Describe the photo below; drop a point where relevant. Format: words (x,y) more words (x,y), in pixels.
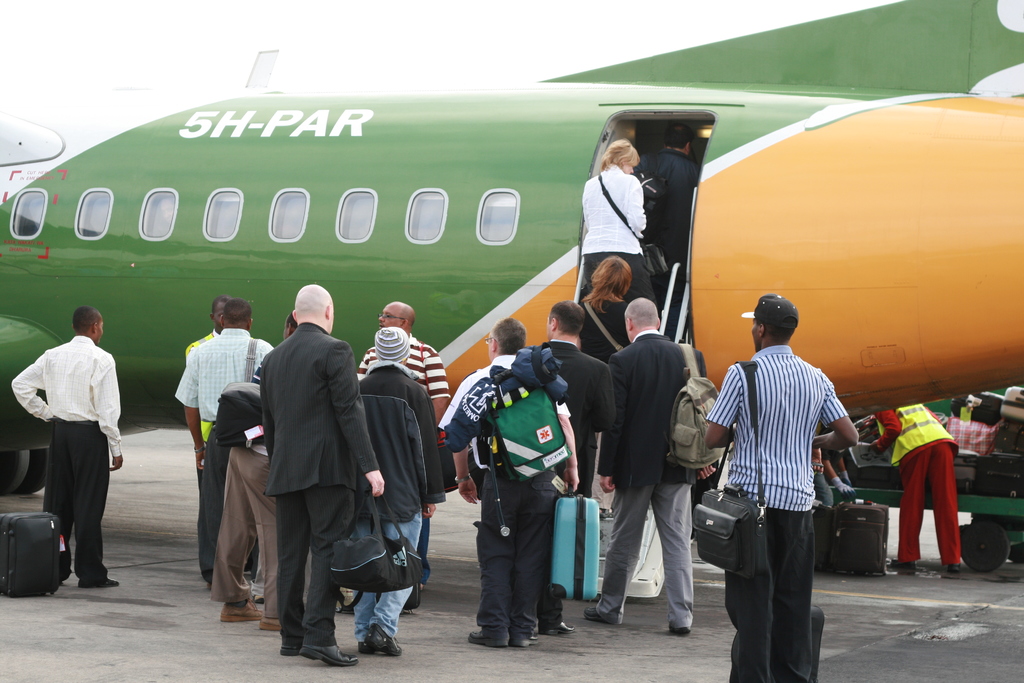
In this image I can see a group of people (636,309) walking and holding bags (413,552). In front I can see aeroplane (394,187) which is in green and orange color and windows (417,232). Back I can see green color trolley (986,507).
